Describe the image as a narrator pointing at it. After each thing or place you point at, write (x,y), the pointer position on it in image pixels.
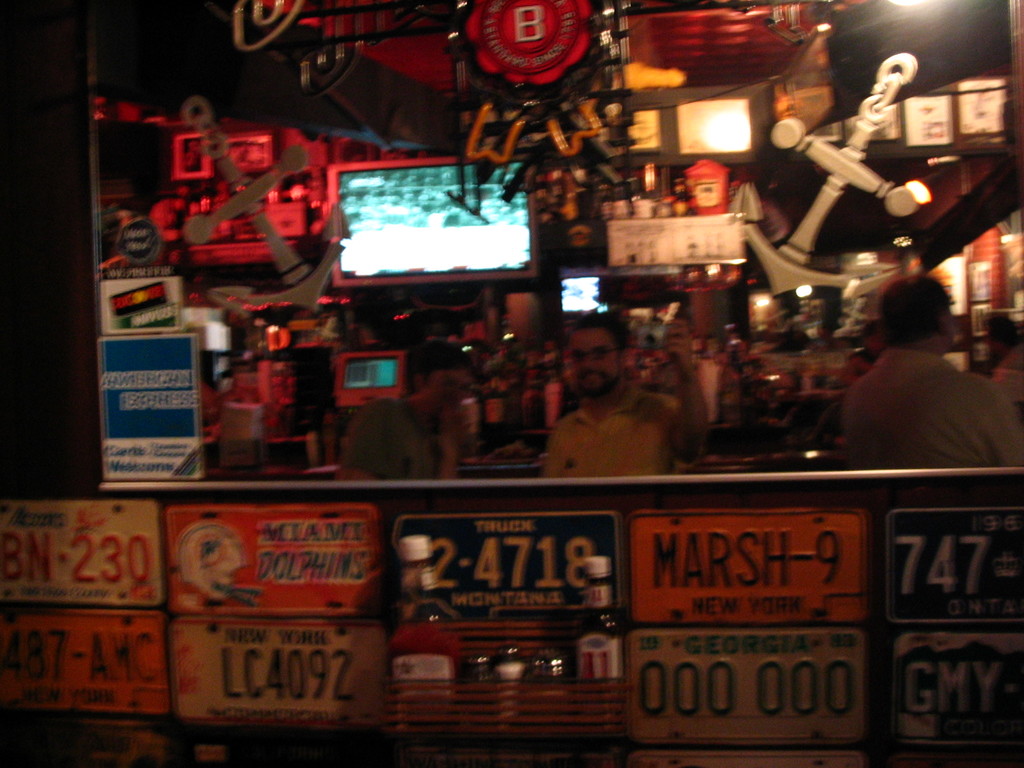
There are license plates (560,558) arranged on the wall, there are persons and there are other objects (855,120). And the background (793,211) is dark in color.
